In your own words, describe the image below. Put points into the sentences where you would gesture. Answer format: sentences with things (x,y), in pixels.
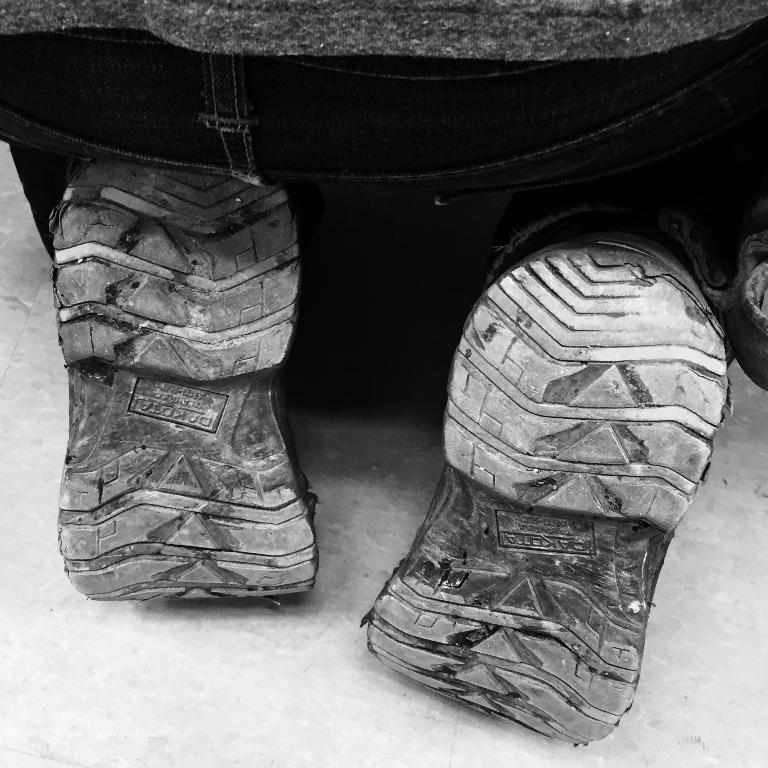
In this image I can see the person (440,127). In front (207,416) I can see two shoes (526,430) and the image is in black and white.
